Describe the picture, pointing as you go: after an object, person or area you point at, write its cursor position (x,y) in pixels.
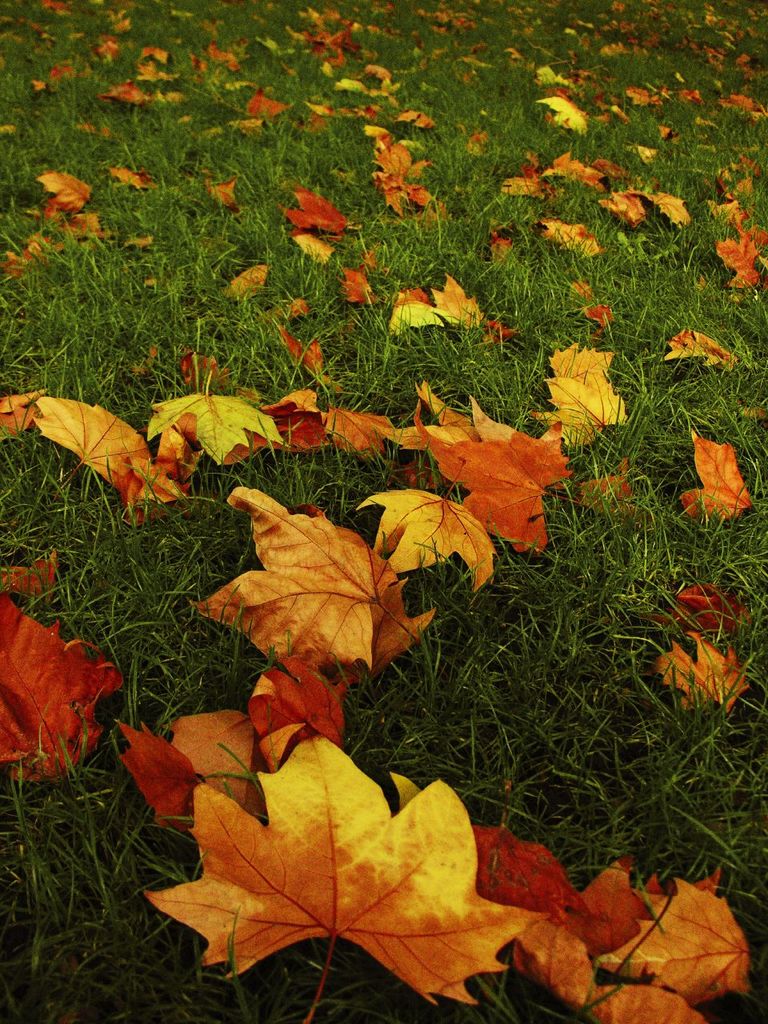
In this image we can see the leaves (545,465) on the green grass (578,55).
